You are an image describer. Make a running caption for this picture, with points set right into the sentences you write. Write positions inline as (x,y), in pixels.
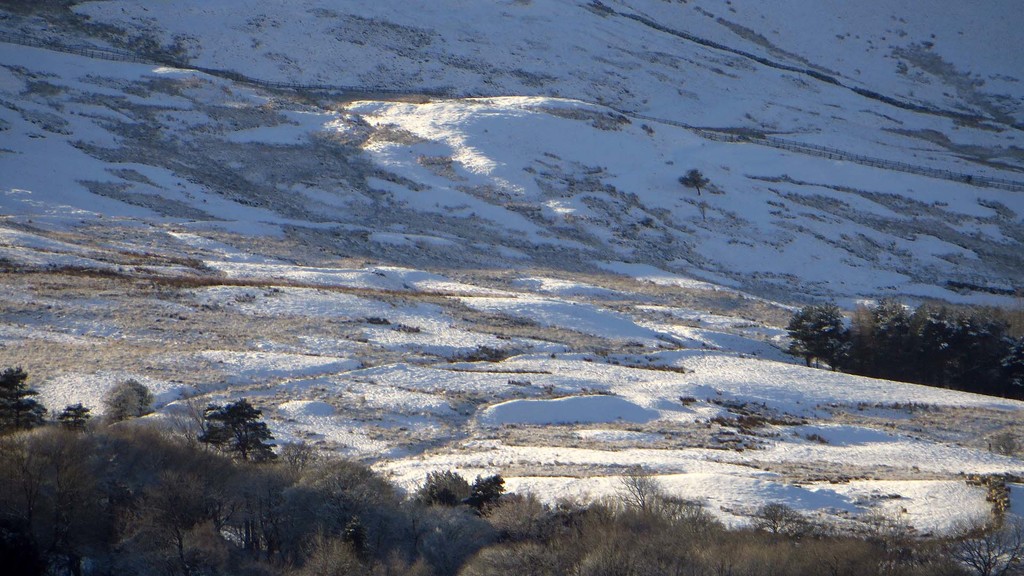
In this image, we can see some plants (231,566) and trees (488,540), we can see snow (632,42) on the ground (489,223).
